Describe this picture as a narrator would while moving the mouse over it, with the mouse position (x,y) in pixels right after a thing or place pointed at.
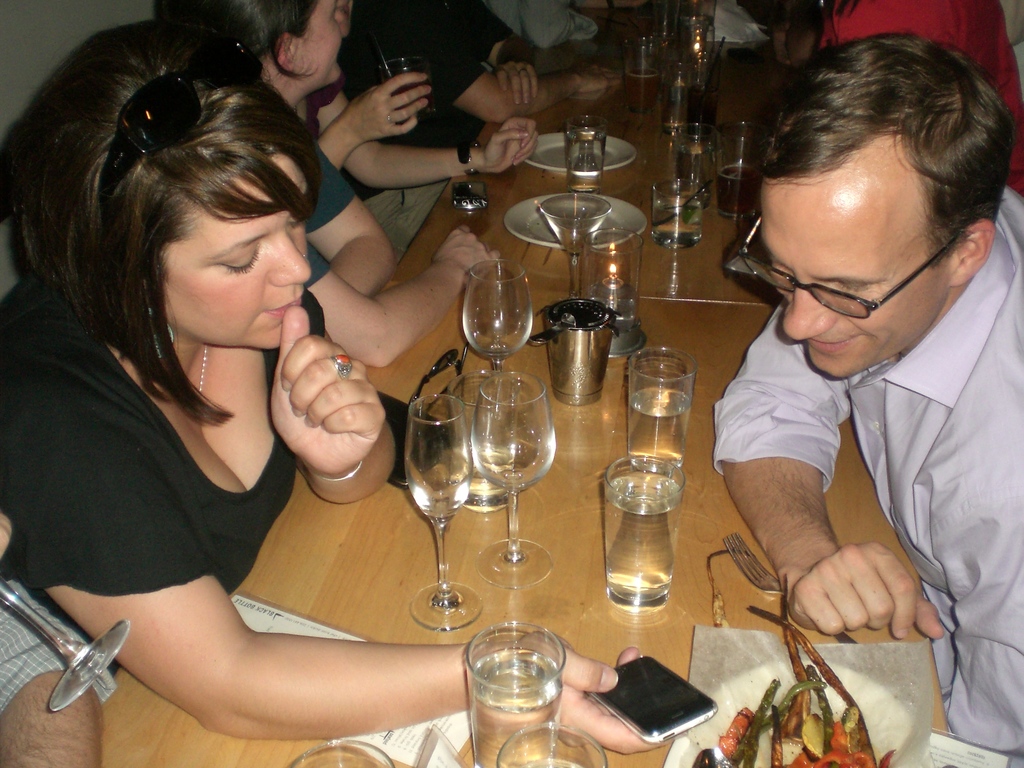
In this image there are group of people (802,266) sitting, and there are glasses (515,710), plates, a food item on the plate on the table (252,589).
